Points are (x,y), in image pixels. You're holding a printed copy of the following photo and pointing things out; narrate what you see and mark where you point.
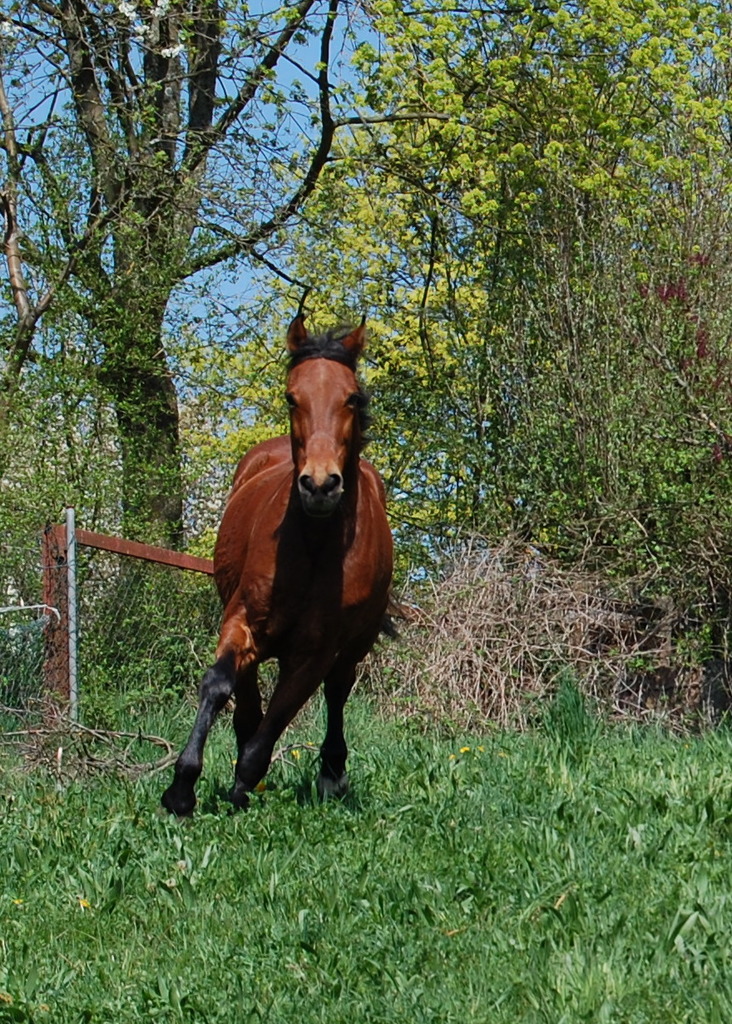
In this picture I can see a horse (348,641) moving. It is brown and black in color and I can see trees (541,417) and grass (401,843) on the ground (534,767) and a blue sky (241,256).
